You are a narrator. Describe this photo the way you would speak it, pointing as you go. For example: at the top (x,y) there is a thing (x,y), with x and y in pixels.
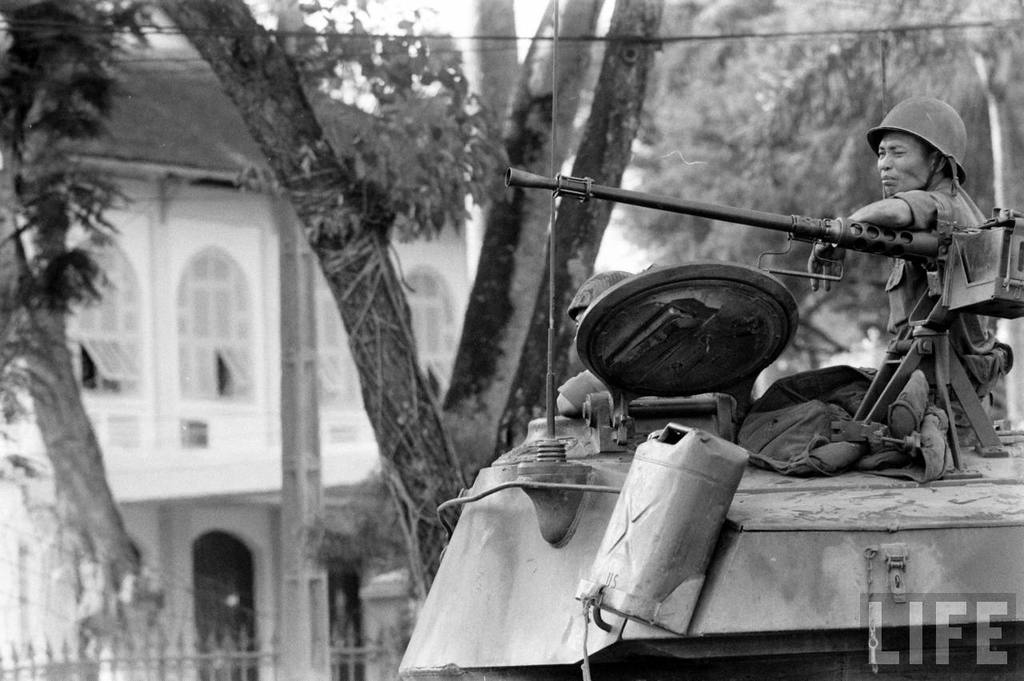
In this picture we can see a vehicle (815,567) in the front (844,591), there is a person (960,343) sitting on the vehicle (849,584), there are some trees (345,238) in the middle (452,267), in the background (423,261) there is a house (215,239), we can also see a gun (968,285) on this vehicle (852,598), this person (937,210) wore a helmet (922,126), at the right bottom (872,621) there is some text (941,621), it is a black and white image.
